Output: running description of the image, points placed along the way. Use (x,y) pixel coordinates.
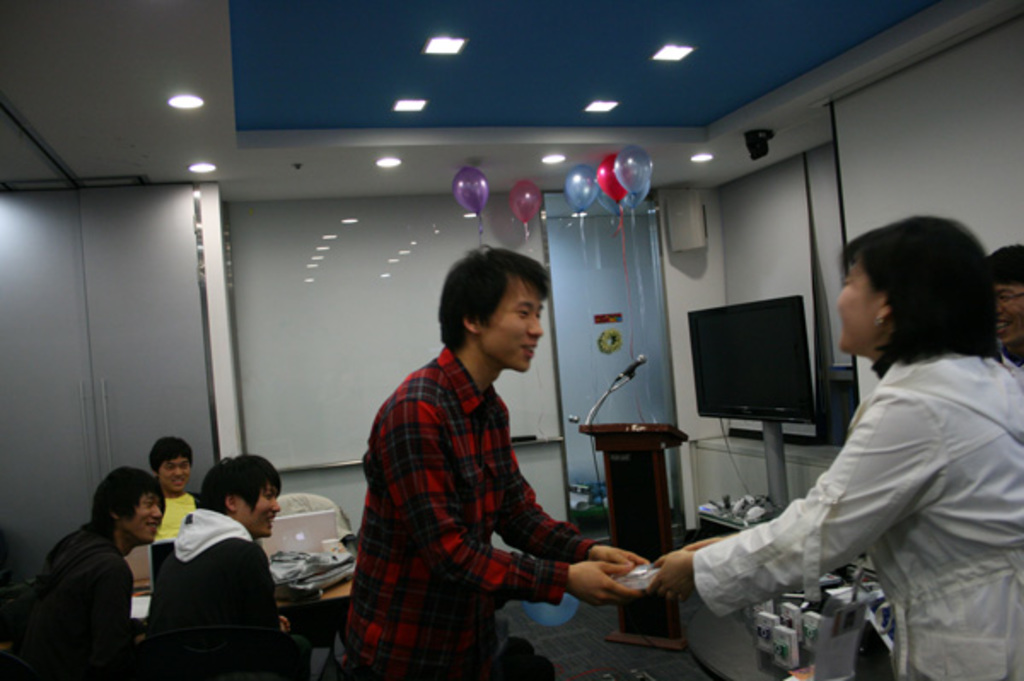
In this picture we can see many people (437,665) in a room (154,425). In the room (151,444) we have chairs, laptops (306,532), a podium (613,445) with a mike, a TV (778,415), a projector display (958,60). At the rooftop (76,133) we have lights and balloons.
